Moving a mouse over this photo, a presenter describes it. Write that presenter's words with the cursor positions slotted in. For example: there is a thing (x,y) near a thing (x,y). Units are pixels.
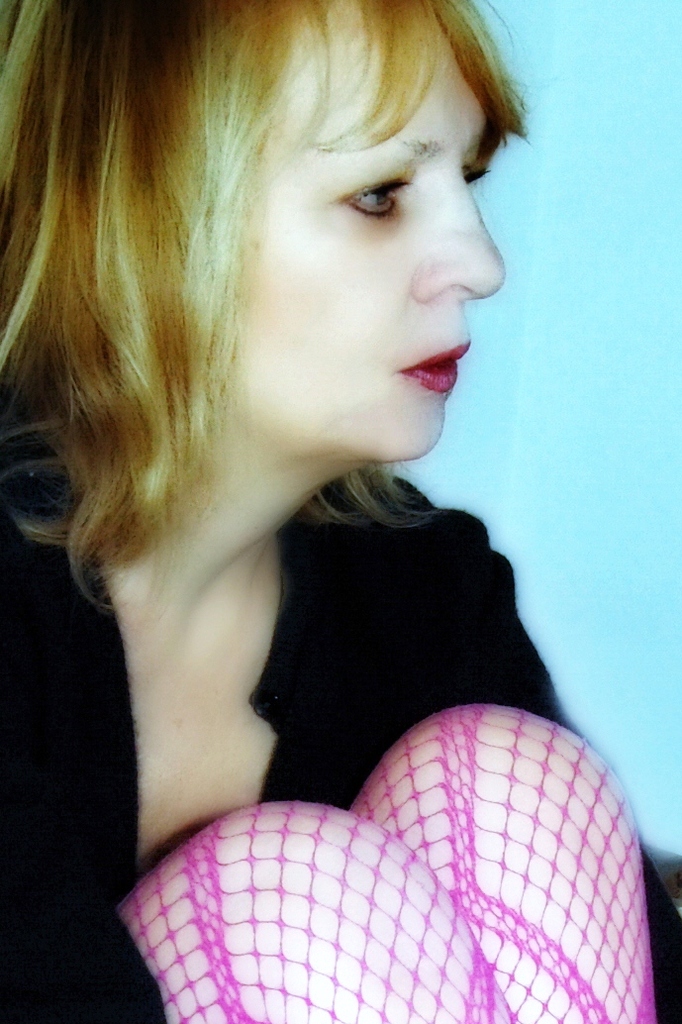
In this image there is a woman (166,594) in the front (239,654).
